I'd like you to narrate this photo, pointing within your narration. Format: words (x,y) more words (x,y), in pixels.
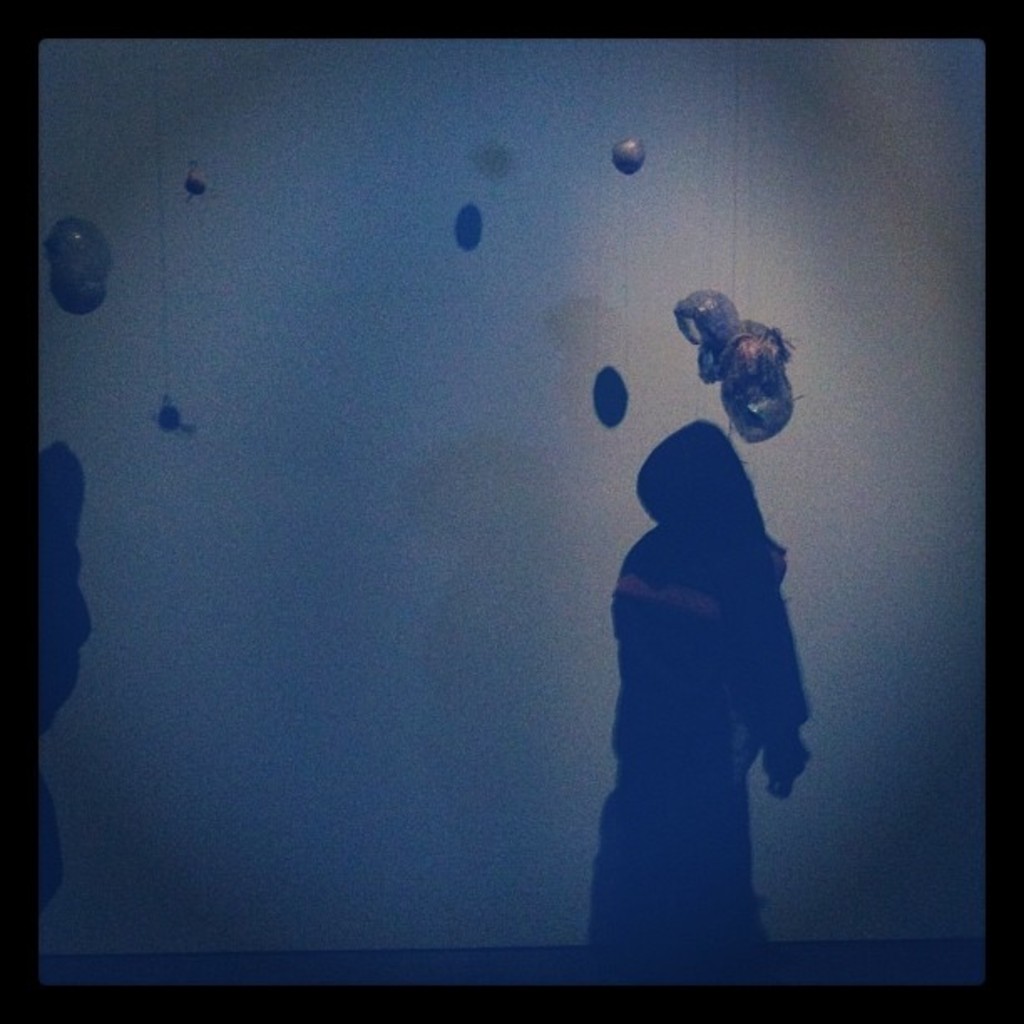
In this image I can see the dark picture in which I can see the shadow (671,648) of the person (671,648) and few objects (716,305) in the air (661,207). I can see the black colored boundaries (874,1008) to the picture.
